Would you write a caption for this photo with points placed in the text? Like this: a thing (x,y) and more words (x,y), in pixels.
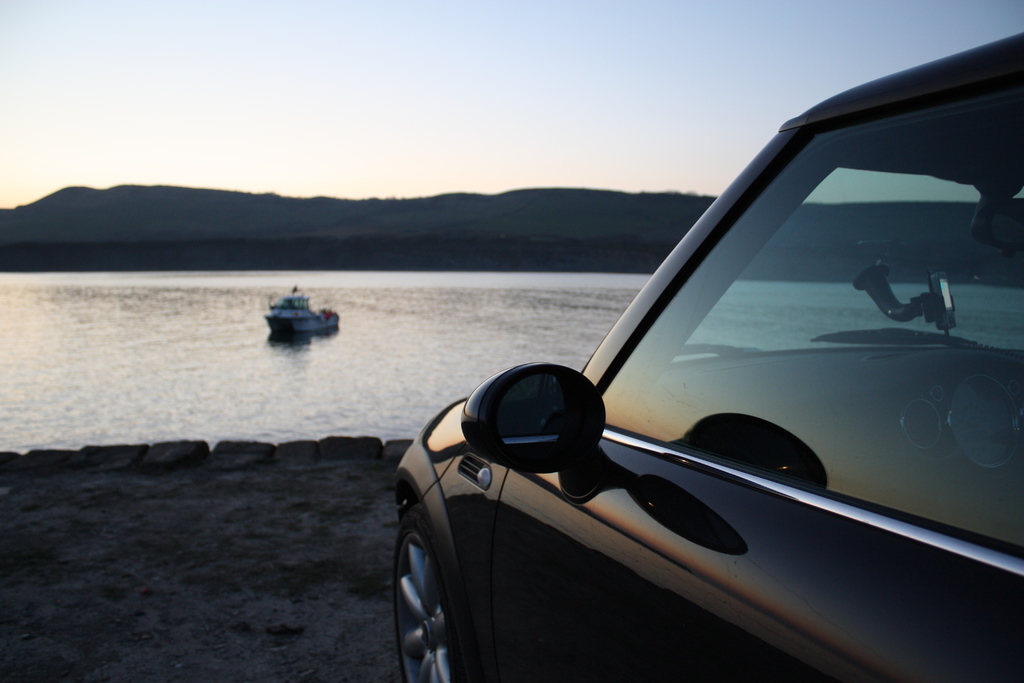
In the front of the image (773,250) there is a vehicle (745,286). In the background of the image (614,248) there is a hill (617,207), water (348,323), boat (321,317) and the sky (293,95).
